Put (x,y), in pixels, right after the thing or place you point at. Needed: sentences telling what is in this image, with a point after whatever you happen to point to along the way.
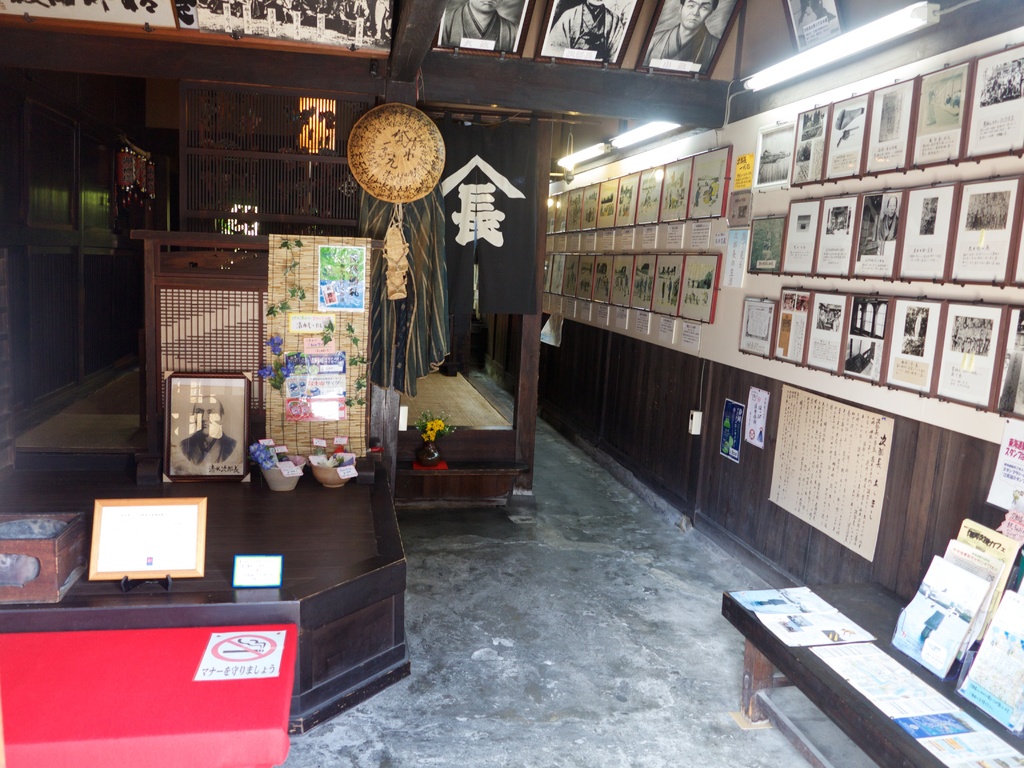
These are the photo frames (679,203), posters (824,455) and tube lights (574,161) are attached to the walls (743,53). I can see the clothes (386,386) hanging. This is a table (276,545). I can see the bowls (274,477), frames (176,523), wooden box (58,538) and few other things (238,562) are placed on the table (284,524). On the right side of the image (939,723), I can see the posters (914,638) and books (914,638) are placed on the bench (852,695). This is the floor (470,691). At the bottom left side of the image (263,673), this looks like a signboard (245,656), which is attached to a bench (188,669).
